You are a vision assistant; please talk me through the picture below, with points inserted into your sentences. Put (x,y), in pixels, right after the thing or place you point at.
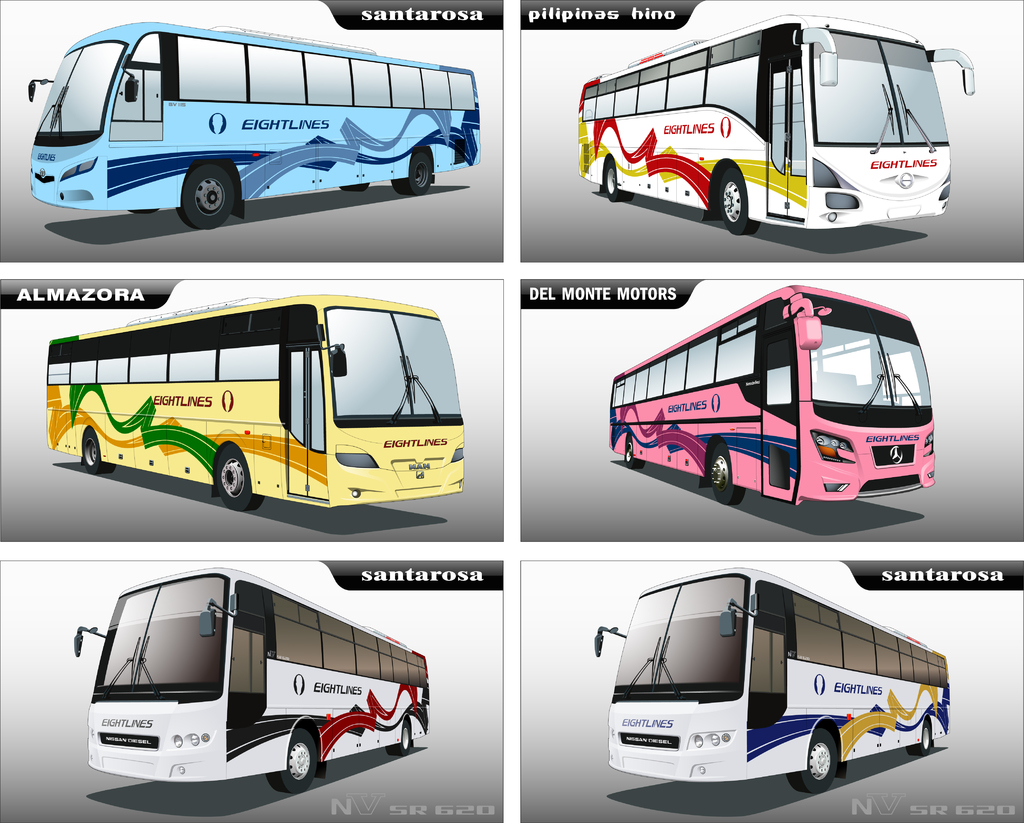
In this image I can see six buses (349,438) and a text (665,739). This image looks like an edited photo.
